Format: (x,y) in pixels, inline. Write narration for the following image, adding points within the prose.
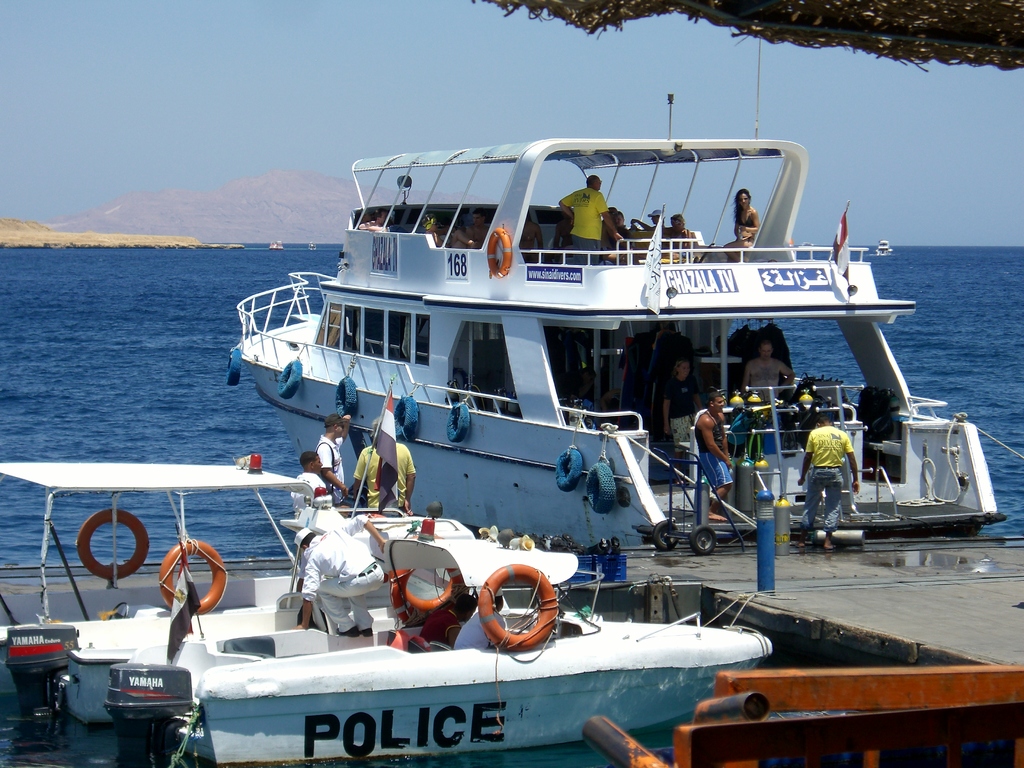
In this image we can see people (769,375) on the boat (611,369). There is a sea (218,323) and mountain (282,223) in the background (127,252). At the bottom of the image (436,693), we can see one more boat (484,681), swim rings (395,584) and people (315,554). At the top of the image (314,63), we can see the sky (658,51) and shelter (926,18). There is a flag (383,429) attached to a boat (355,443).
